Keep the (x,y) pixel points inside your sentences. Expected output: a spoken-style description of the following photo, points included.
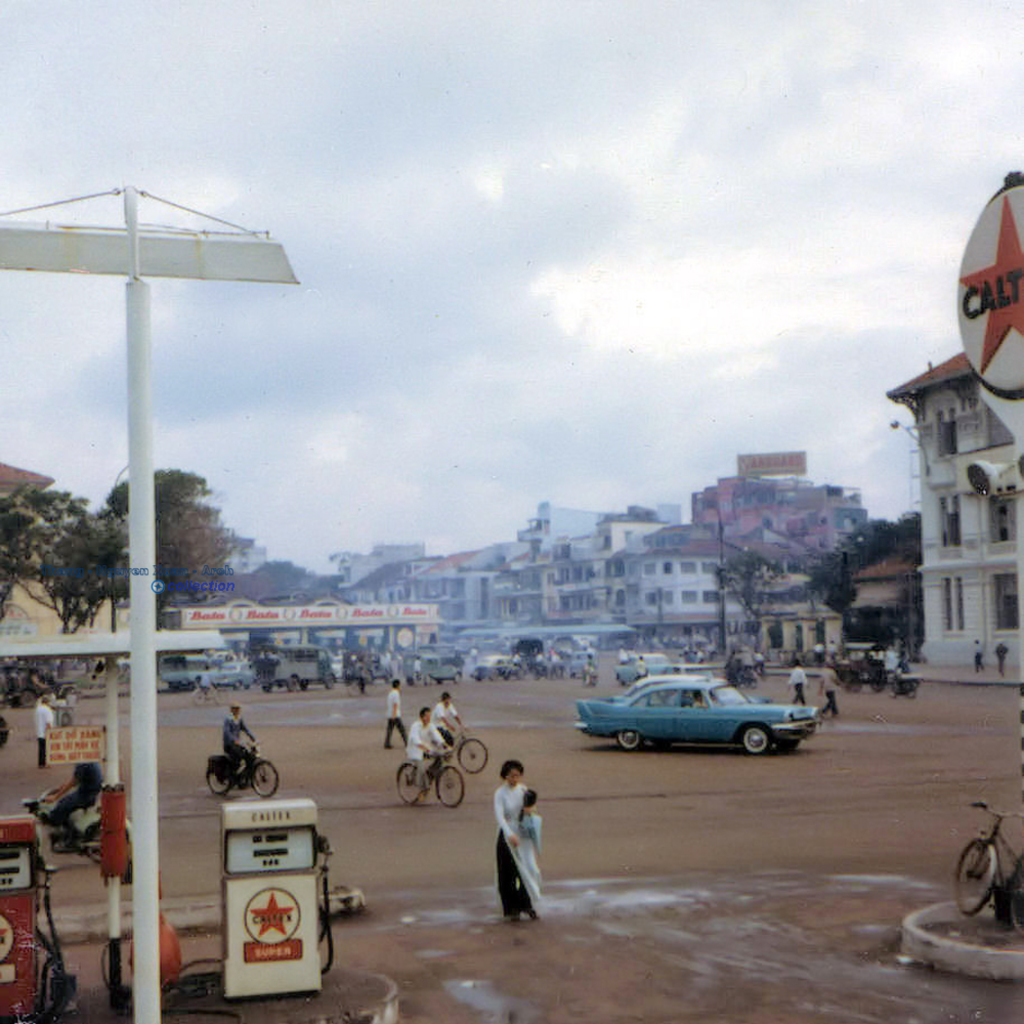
This picture describes about group of people (234,742), few are standing, few are walking and few are riding motorcycles (276,780), on the left side of the image (16,911) we can see couple of fuel filling machines (315,886), in the background (477,585) we can see few buildings (773,616) trees (857,557) and hoardings (187,618).
